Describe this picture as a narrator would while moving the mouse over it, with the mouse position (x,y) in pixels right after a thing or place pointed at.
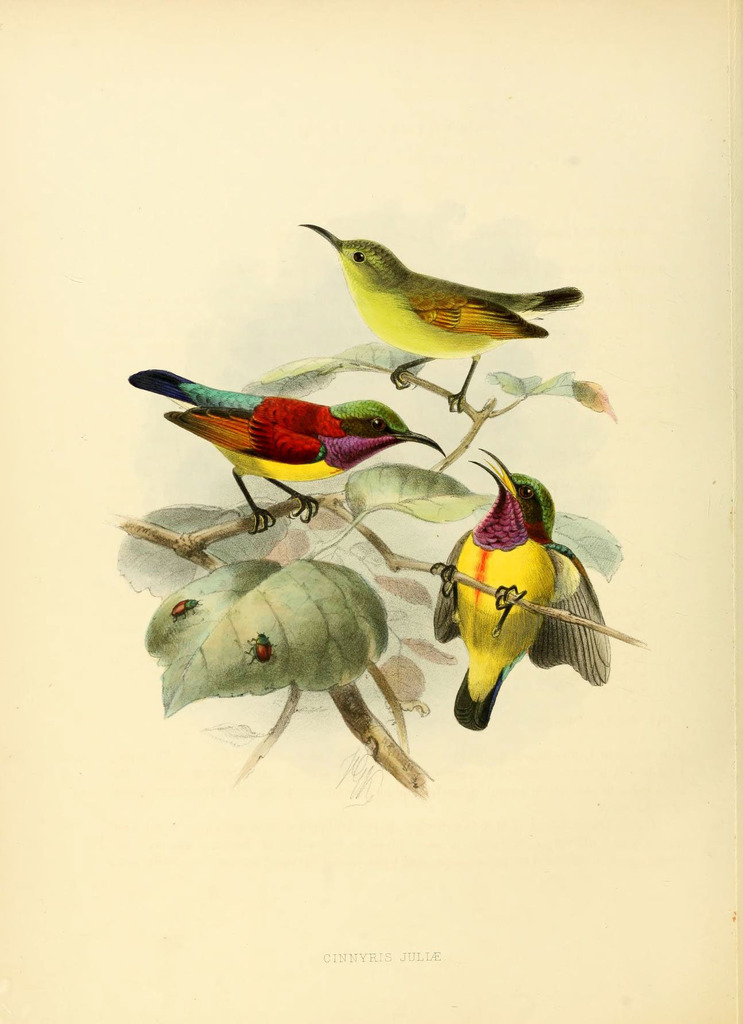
This picture is a painting. In this image there is a painting of a birds (195,400) on the tree (630,639) and there are two insects (181,599) on the leaf (203,602). At the bottom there is a text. At the back (471,829) there is a cream color background (445,842).
